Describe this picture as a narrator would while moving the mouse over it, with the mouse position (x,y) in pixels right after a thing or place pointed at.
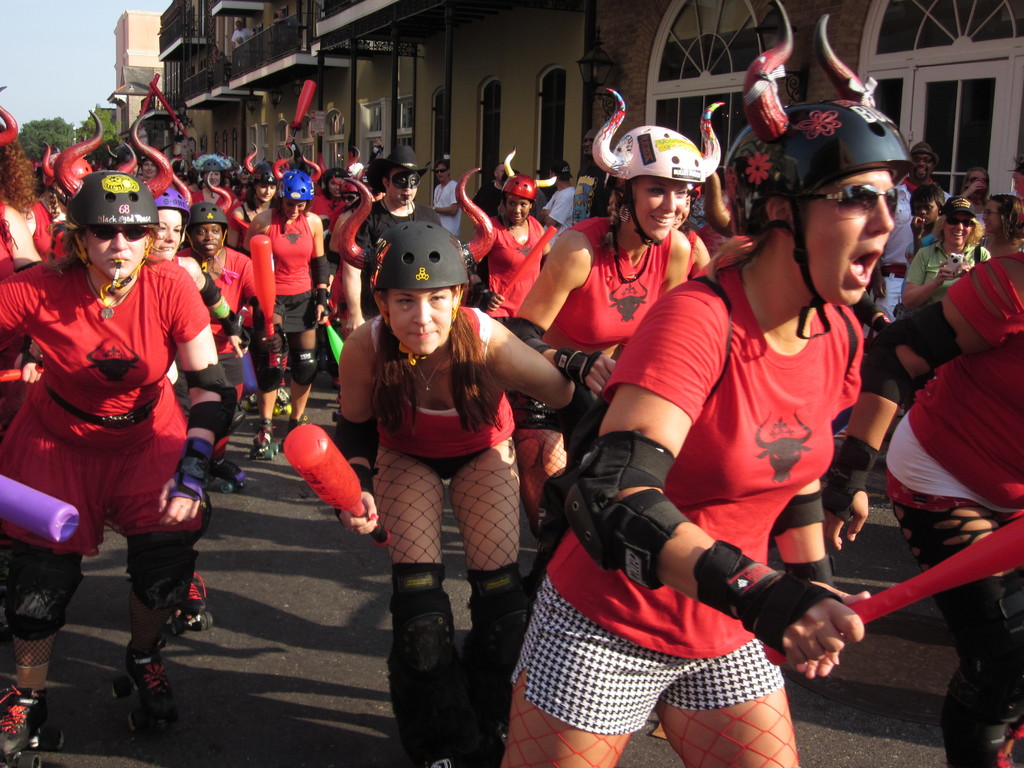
In this picture we can see a group of people (368,338) in the fancy dresses (84,519) and the people (238,265) are skating on the road (57,700). Some people (939,253) are standing on the road (268,464). Behind the people (220,349) there are buildings (220,112), trees (71,136) and the sky (61,35).
